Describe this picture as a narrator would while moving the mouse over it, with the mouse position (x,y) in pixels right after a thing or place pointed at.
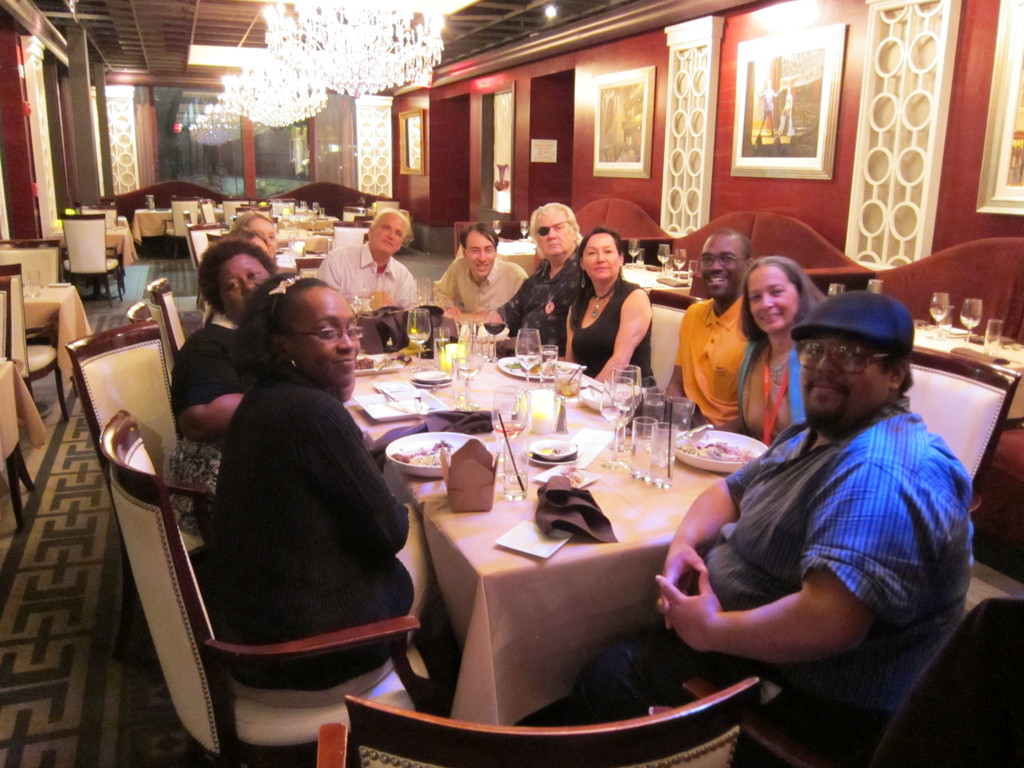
There are many persons (220,312) sitting on the dining table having a dinner together. There is a big dining table (631,501). There are some wine glasses (518,429) and a bowl (431,435) in which there is a food (431,455). The lady (368,458) with the black sweater (339,488) and glasses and head band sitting on a white colored chair (171,535) and beside her there are some other ladies (234,273) sitting and a person (810,476) with a blue shirt (869,511) and blue cap (883,322) sitting to right corner of the picture (884,528), and there is wall (853,115) decorated with the wood (849,127) and some designer panels (919,112) and there is a wall picture frame (774,67) hanging over it. There is chandelier (370,43) hanging to the ceiling (617,3) of the wall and in the middle of the picture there is a glass door (229,142) and there are some dining tables (60,289) and chairs (91,225) surrounded it and there is a beautiful carpet (49,514) on the floor (72,599).
